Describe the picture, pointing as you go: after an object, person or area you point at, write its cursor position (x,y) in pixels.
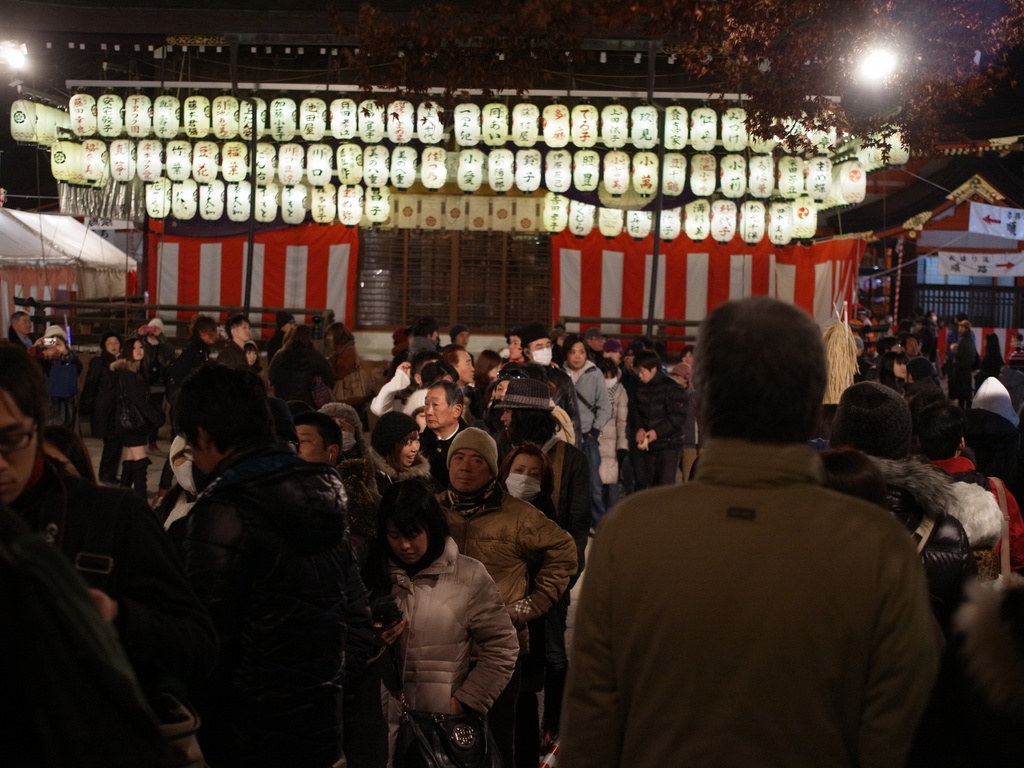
In this image there are some persons (452,475) are standing as we can see in the bottom of this image (468,538) and there is a building (386,246) on the top of this image (326,184) and there are some lights (186,166) arranged on the top of this image (559,224) and there is a tree (752,56) on top right corner of this image (818,82).
